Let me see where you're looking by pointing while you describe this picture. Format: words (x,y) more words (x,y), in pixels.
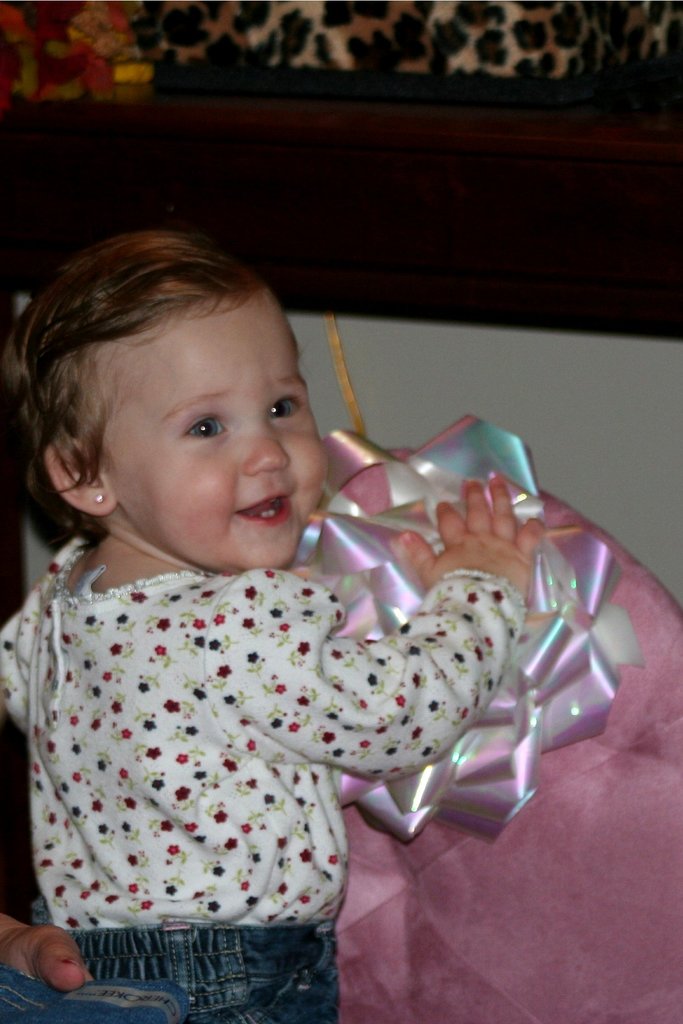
In this picture there is a girl (243,699) standing and smiling and there is an object (547,591). At the back (584,194) there is a table (643,118) and there are objects (468,66) on the table (652,197). At the bottom left (24,990) there is a person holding the cloth (146,1023).
